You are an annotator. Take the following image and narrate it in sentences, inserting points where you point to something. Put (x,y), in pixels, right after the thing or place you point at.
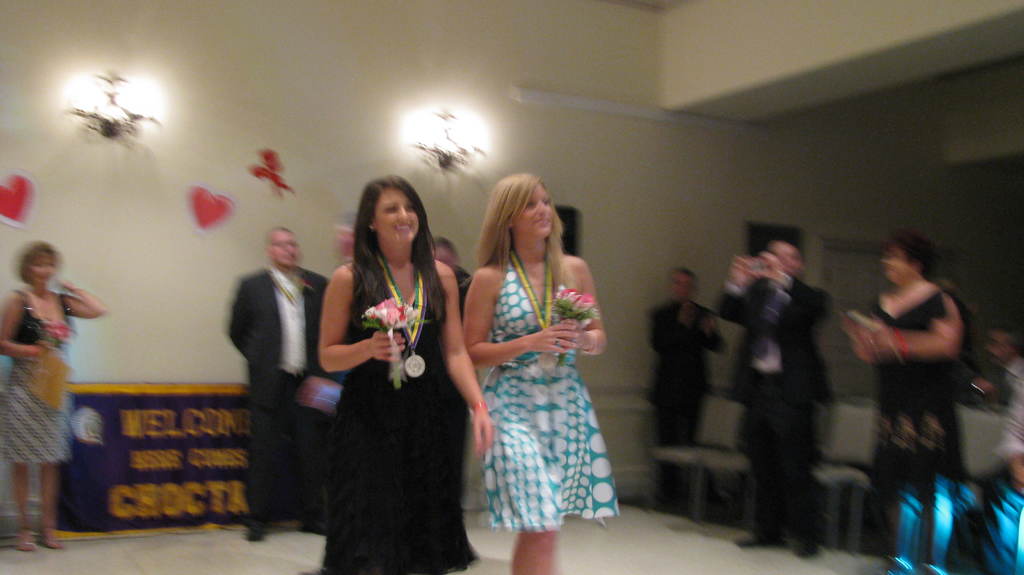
In this image I can see a woman (417,417) wearing black colored dress (422,432) and another woman (518,428) wearing white and blue colored dress (549,409) are standing and holding flowers (575,296) in their hands (389,349). In the background (306,281) I can see few other persons (282,274) standing, few chairs (850,406), the wall (353,55), few lights (94,125) and few red colored objects (196,206) attached to the wall (46,196).
